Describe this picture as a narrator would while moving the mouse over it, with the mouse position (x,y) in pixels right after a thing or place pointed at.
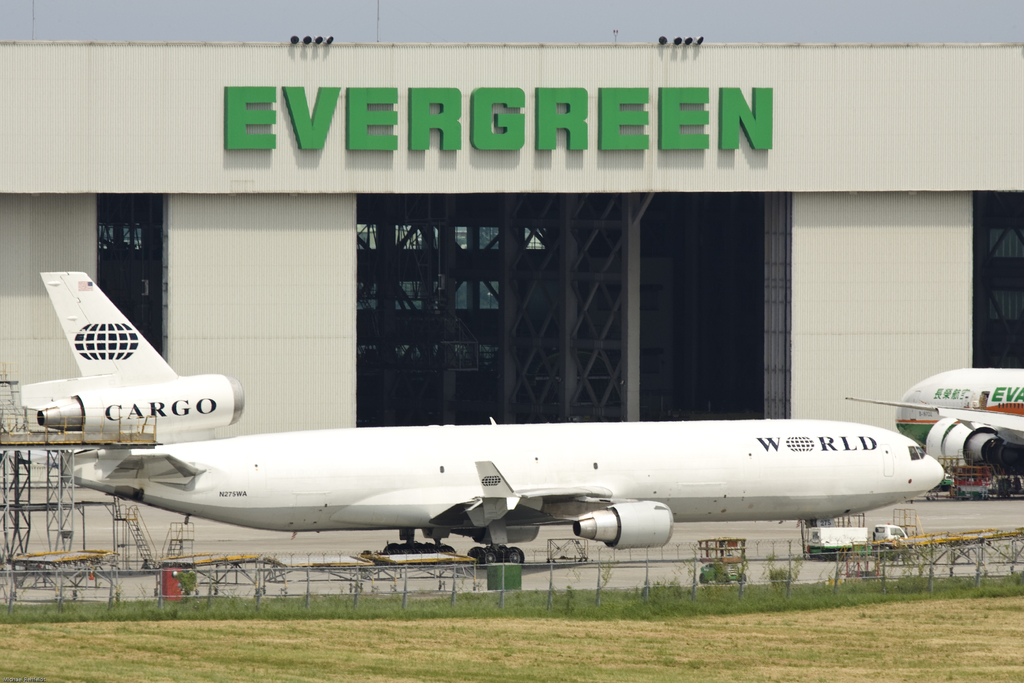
In this image we can see the building (438,134) with text (489,113) and grille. In front of the building (636,129) we can see the airplanes (842,443) on the ground (89,513) and there is the fence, stairs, grass (781,592) and the sky (448,31).
